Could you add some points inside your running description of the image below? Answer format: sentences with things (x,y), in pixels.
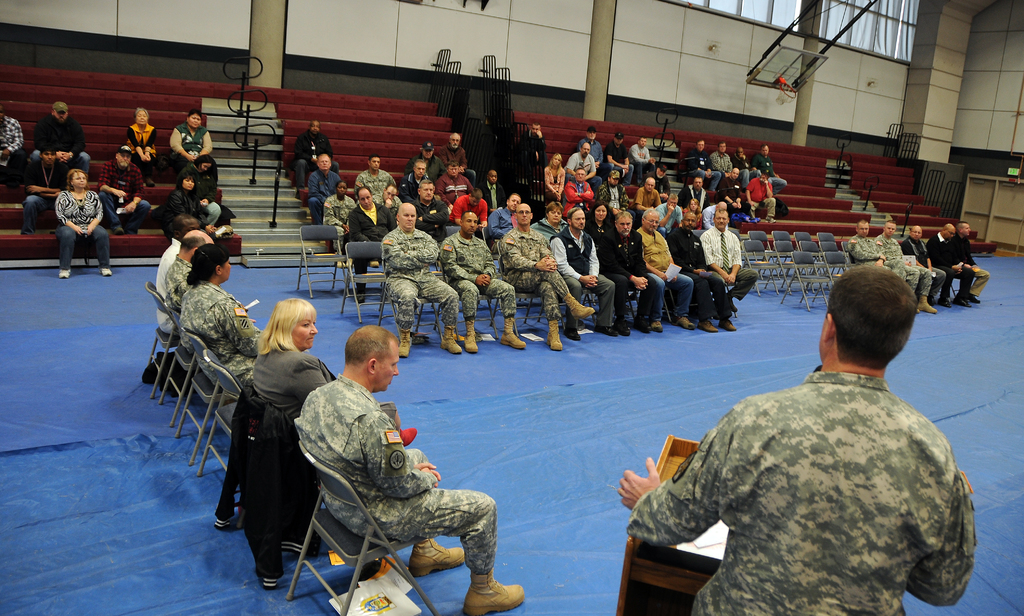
In this picture, at the bottom right hand corner (910,523) a person (824,605) is standing, and on the left (20,132) there people (2,156) who are sitting.
